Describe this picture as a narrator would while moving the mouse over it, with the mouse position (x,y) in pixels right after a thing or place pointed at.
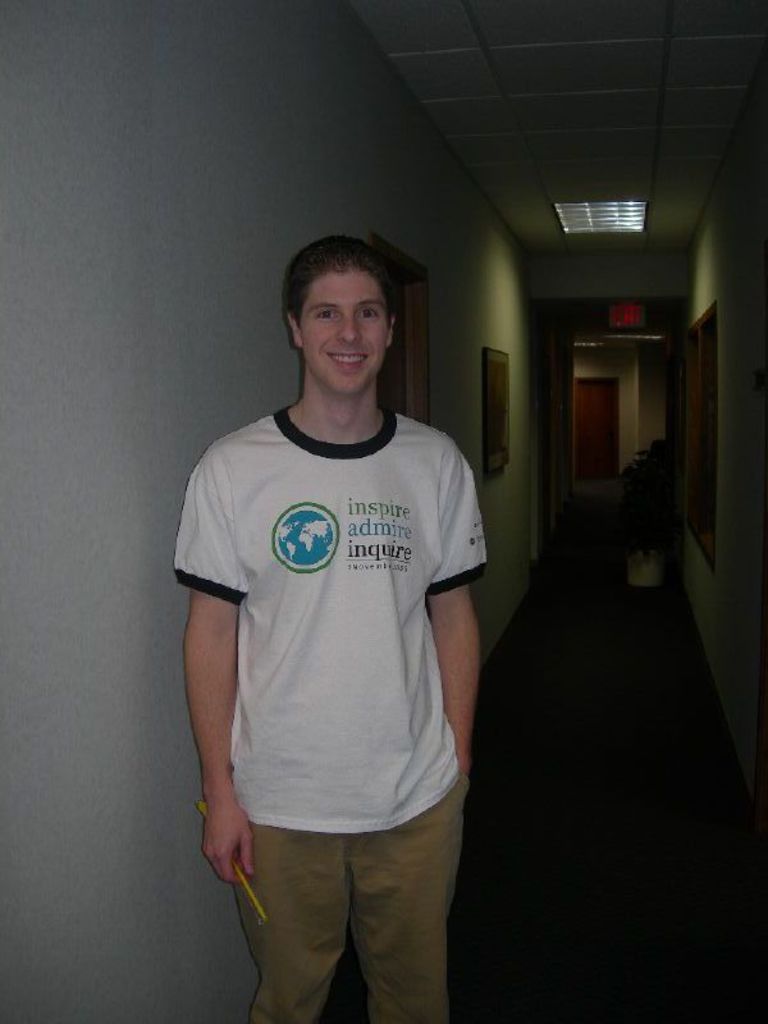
In this image I can see a person (292,578) standing and wearing white, black and brown color dress (332,820). Back I can see few doors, windows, flowerpot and the wall (251,165). Top I can see a light (613,223).
